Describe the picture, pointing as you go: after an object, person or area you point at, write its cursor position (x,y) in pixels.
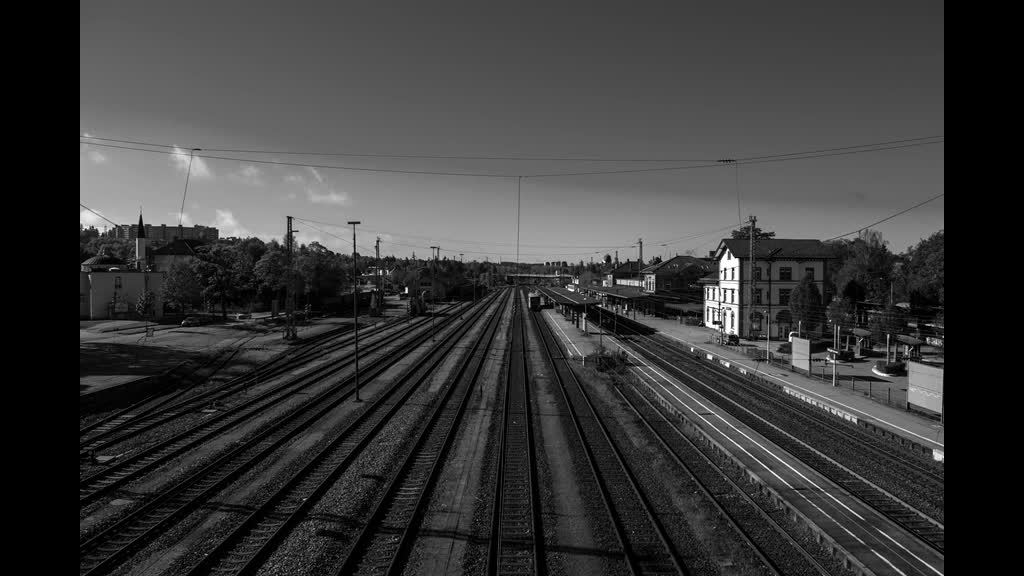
It is a black and white image. I can see the railway tracks (595,484). On the left (173,314) and right side of the image (825,327), there are buildings (150,261) and trees (847,304). On the right side of the image (727,428), I can see the platforms (857,535). In the background (292,312), there are current poles (753,228) with the wires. At the top of the image (257,156), I can see the sky (370,98).
